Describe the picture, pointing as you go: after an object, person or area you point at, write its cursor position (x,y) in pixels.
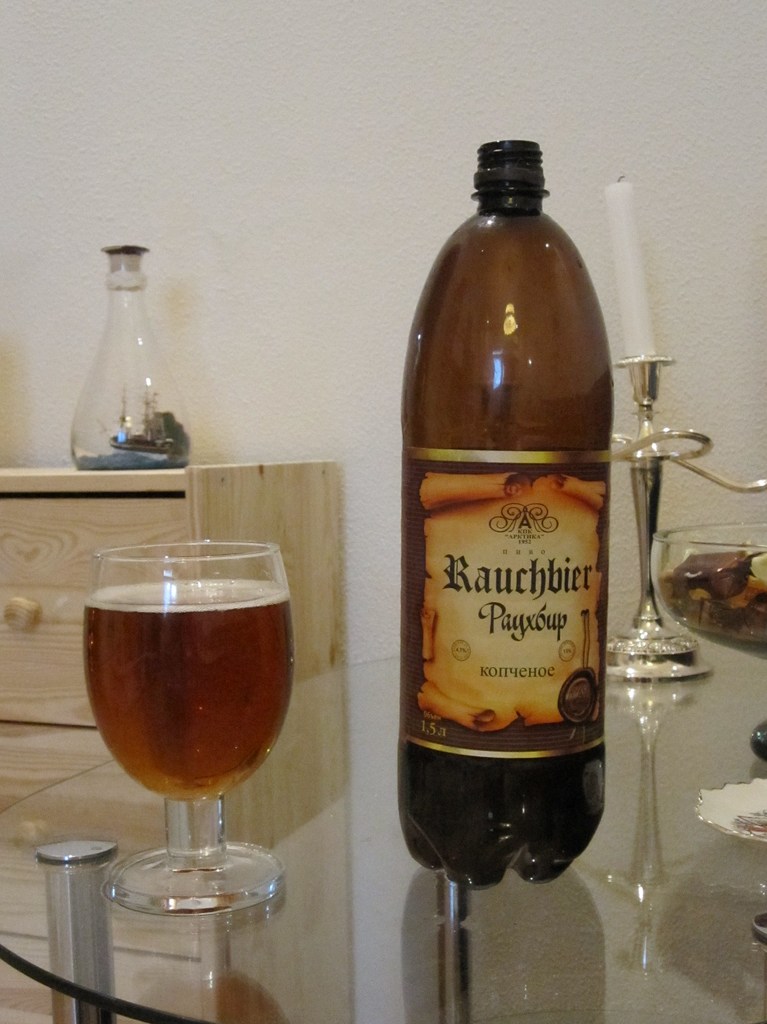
In this image I can see a bottle (425,716), a glass (166,892), a candle (621,209) and few more stuffs (42,602).
